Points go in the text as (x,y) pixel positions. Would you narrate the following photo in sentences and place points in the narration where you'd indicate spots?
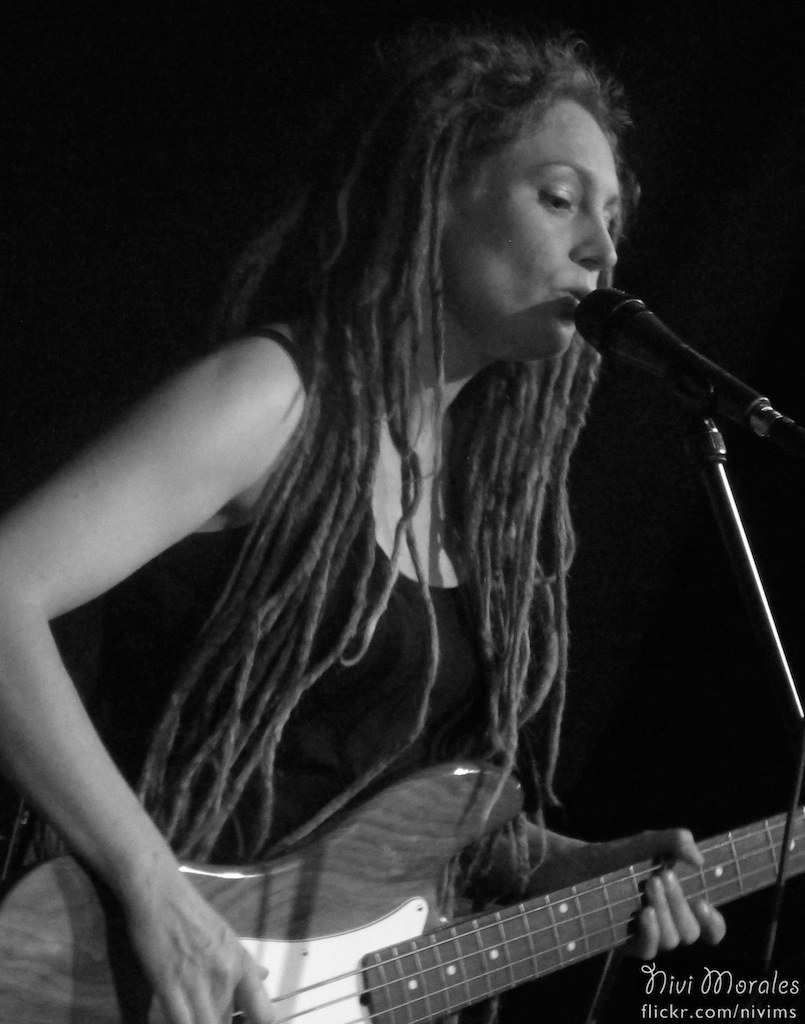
In this image there is a lady (419,728) standing and holding a guitar (317,924) in her hand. There is a mic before her.
